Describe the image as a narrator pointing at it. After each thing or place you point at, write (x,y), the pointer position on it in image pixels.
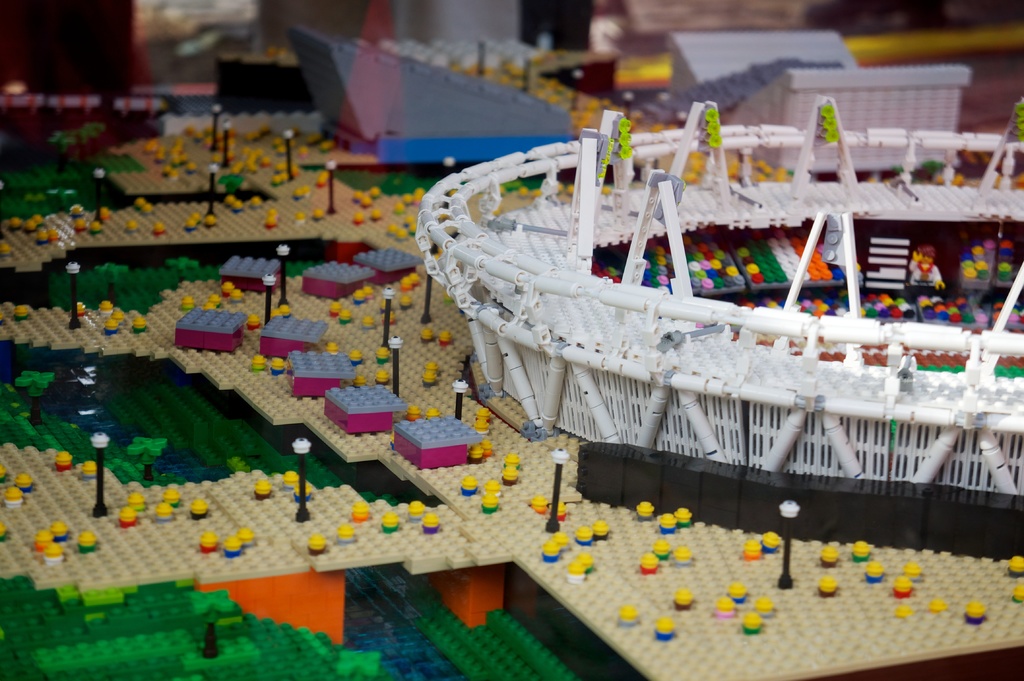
In this picture we can see toys (257,491), poles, boxes (343,416) and some objects (355,542) made of Lego (372,487).
